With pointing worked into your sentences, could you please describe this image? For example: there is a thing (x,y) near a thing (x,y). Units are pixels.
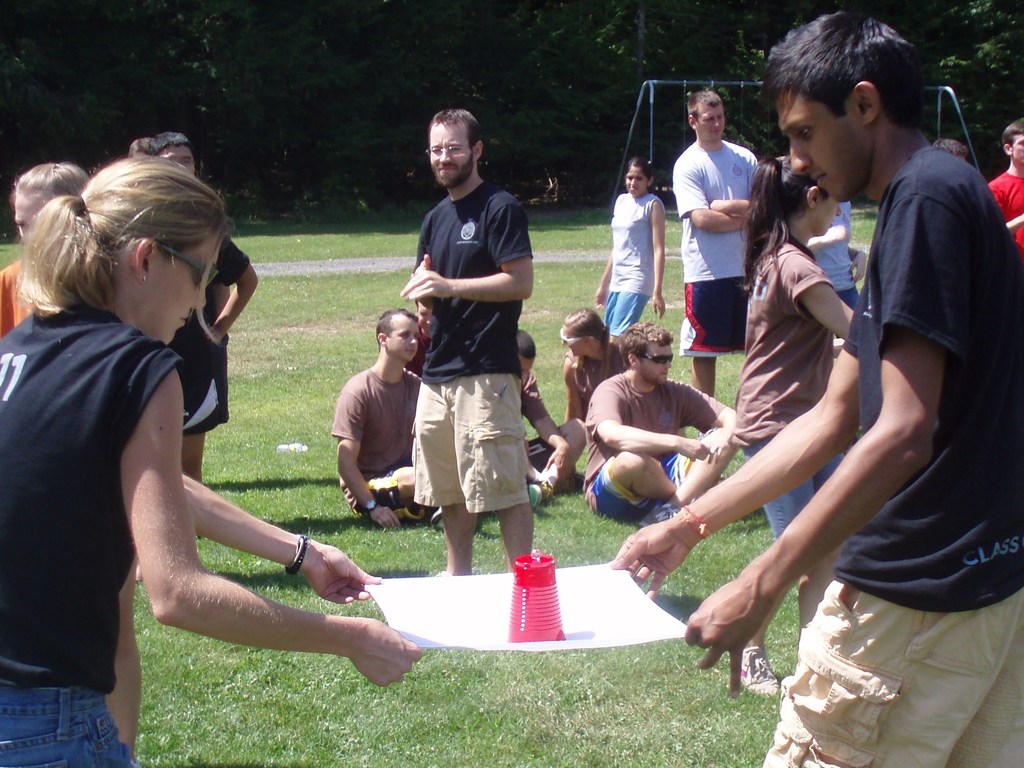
On the right (989,474) and left side of the image (167,528) we can see persons (6,595) holding a paper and glass (554,593). In the background (391,365) we can see persons (391,365), grass (328,376), swings (650,154), road (406,268) and trees (371,52).
